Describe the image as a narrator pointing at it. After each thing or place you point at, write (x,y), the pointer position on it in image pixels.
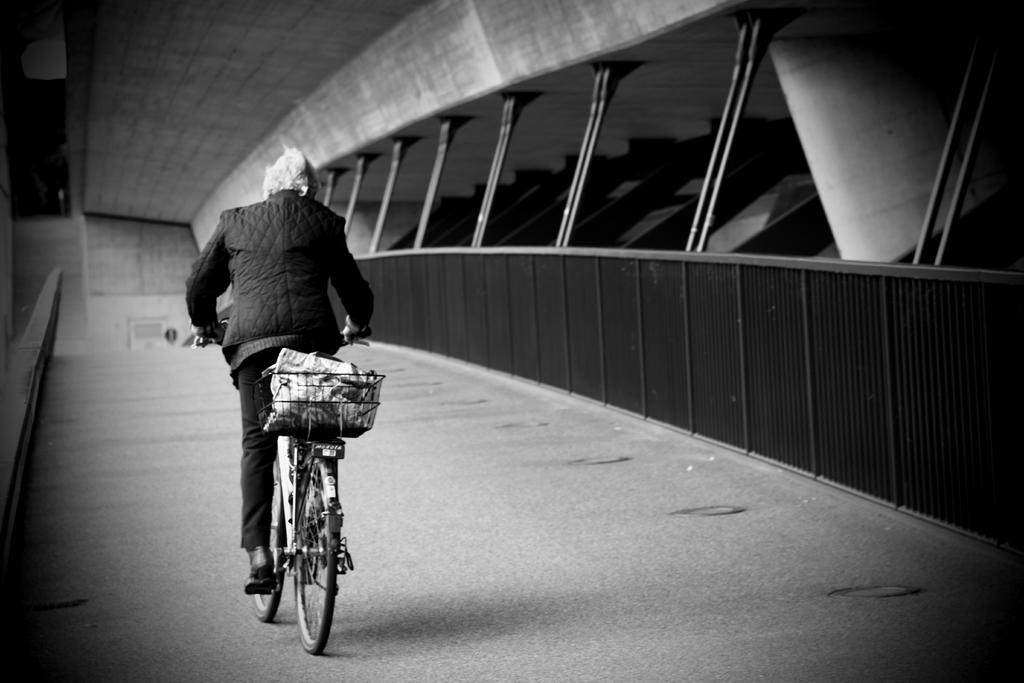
In this picture there is a person (258,267) cycling a bicycle (278,453) on the path (353,515). There is a railing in the right side (733,266). In the background (143,260) there is a wall (136,284).
